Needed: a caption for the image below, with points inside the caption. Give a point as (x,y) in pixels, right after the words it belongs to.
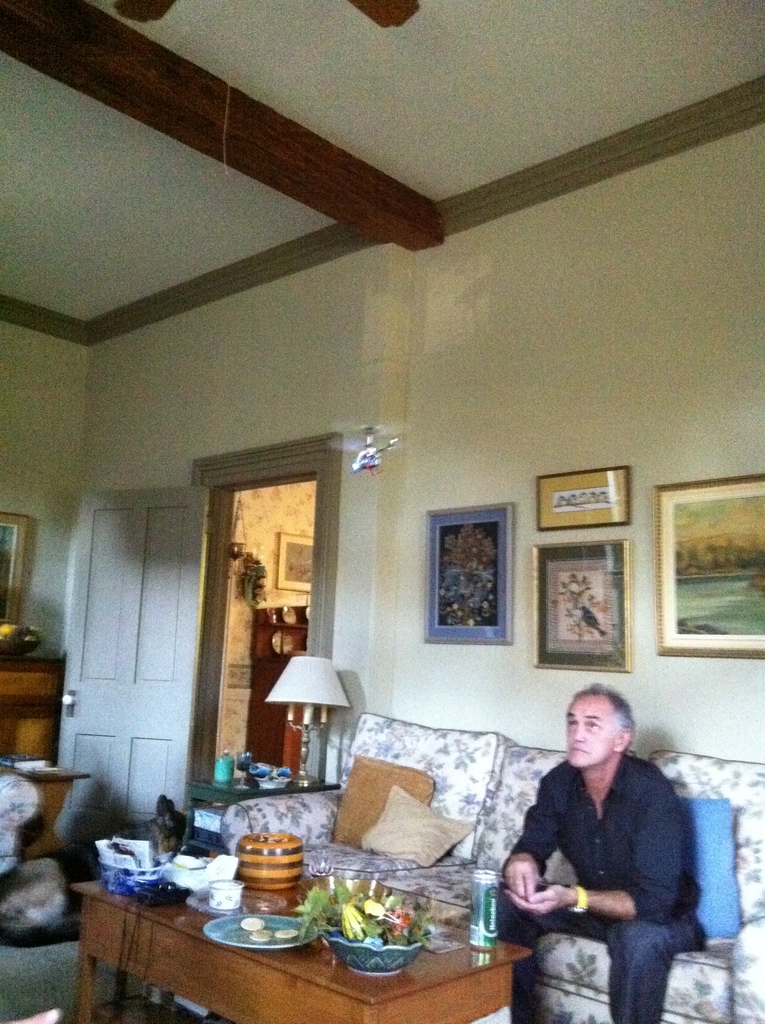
In this picture we can see a man (576,798) who is sitting on the sofa (485,784). These are the pillows (423,833). This is table (377,1010). On the table (440,1006) there are bowls (262,869), plate (243,930), cup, and a bottle (491,882). On the background (524,403) there is a wall (677,246) and these are the frames (717,632). And this is door (197,643) and there is a lamp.
